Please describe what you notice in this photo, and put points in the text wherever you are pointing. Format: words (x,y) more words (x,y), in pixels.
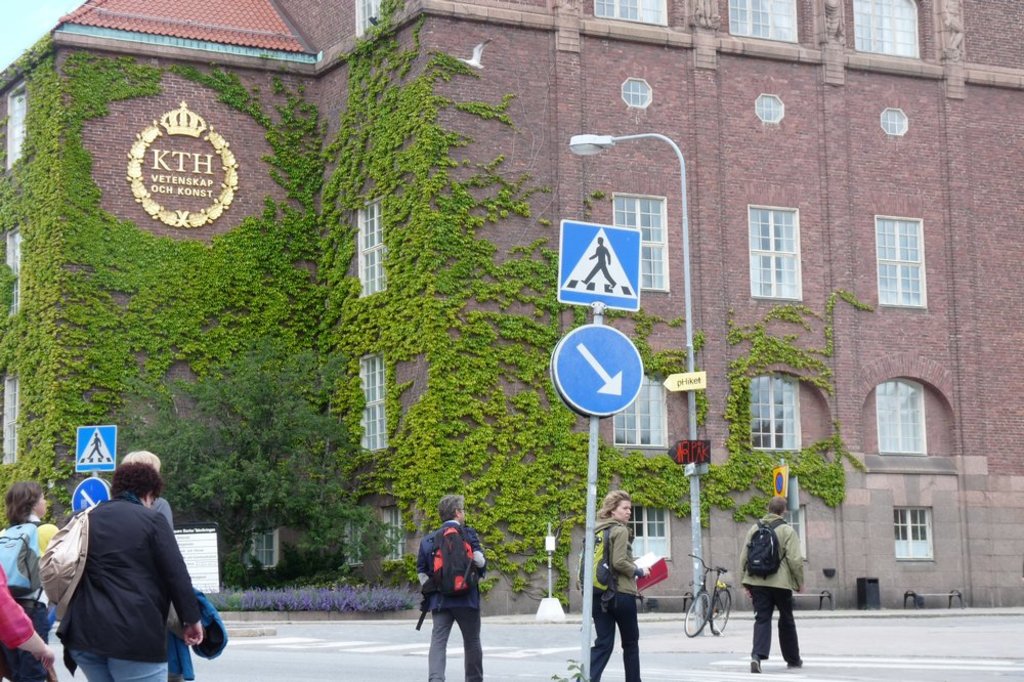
On the left side (102,655) several persons (139,612) are walking on the road (256,658), in the middle (558,282) it is a sign board (620,288) and this is the building (739,290), there are green plants (355,430) on it.
